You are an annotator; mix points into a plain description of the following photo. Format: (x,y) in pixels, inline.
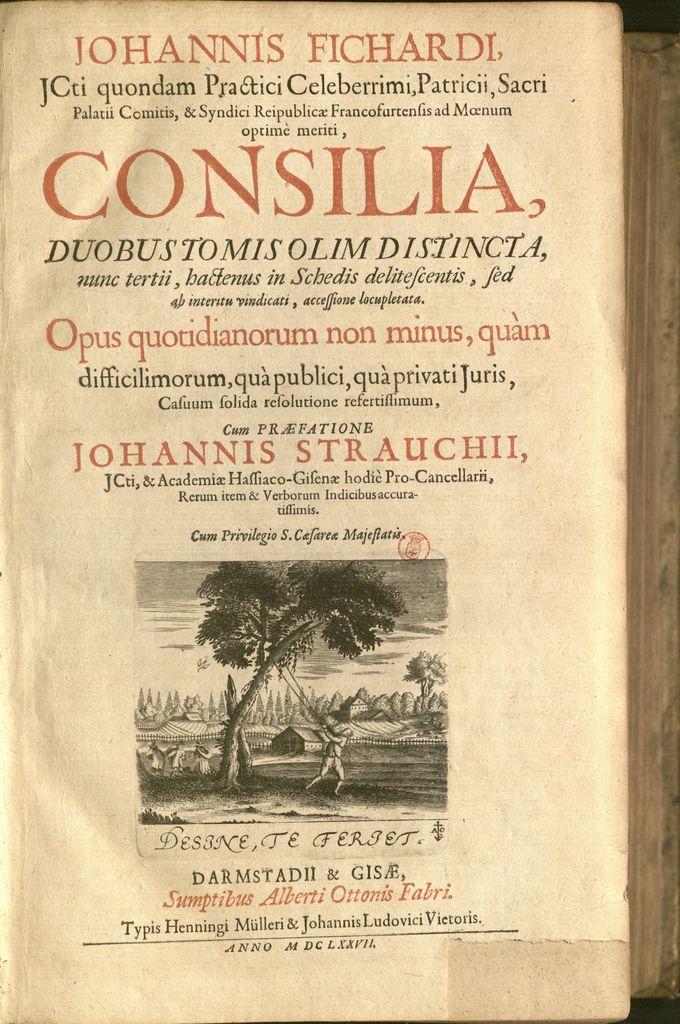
In this image we can see the front view of a book (376,456) with the text (330,426) and also the picture (323,582).
